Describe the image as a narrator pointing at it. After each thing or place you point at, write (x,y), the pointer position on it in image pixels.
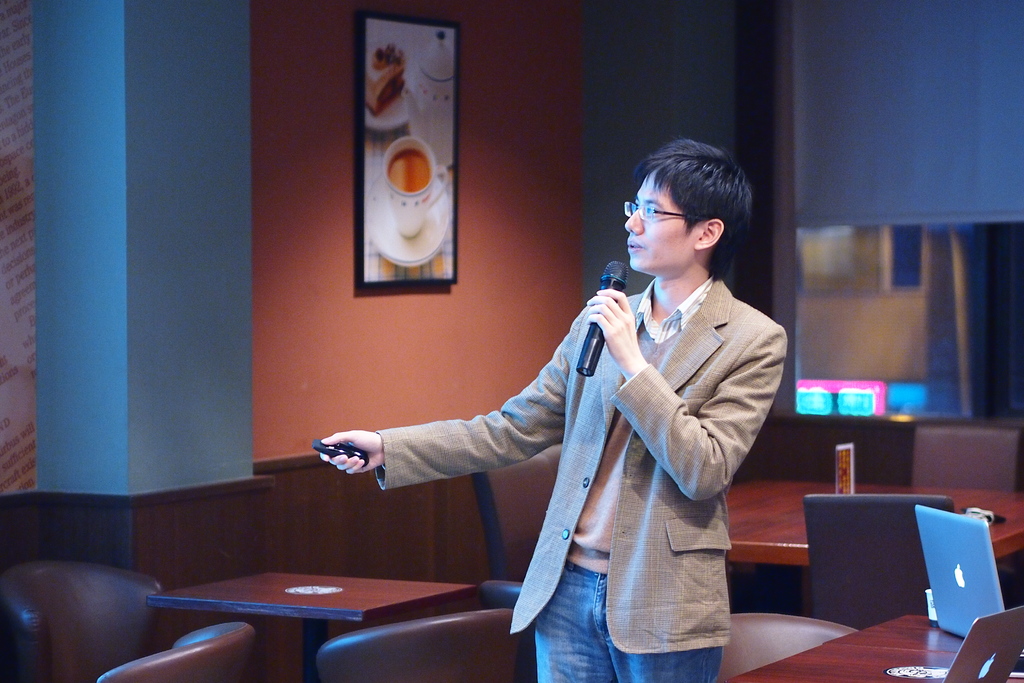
In this image there is a man (585,410) wearing blazer (634,410), is holding a mic (606,275) in his hands (606,322) and speaking. On the right side of the image (939,577) there is a blue color laptop (962,600) placed on the table (891,652). In the background (407,265) there is a photo frame (371,228) attached to the wall (479,126).
